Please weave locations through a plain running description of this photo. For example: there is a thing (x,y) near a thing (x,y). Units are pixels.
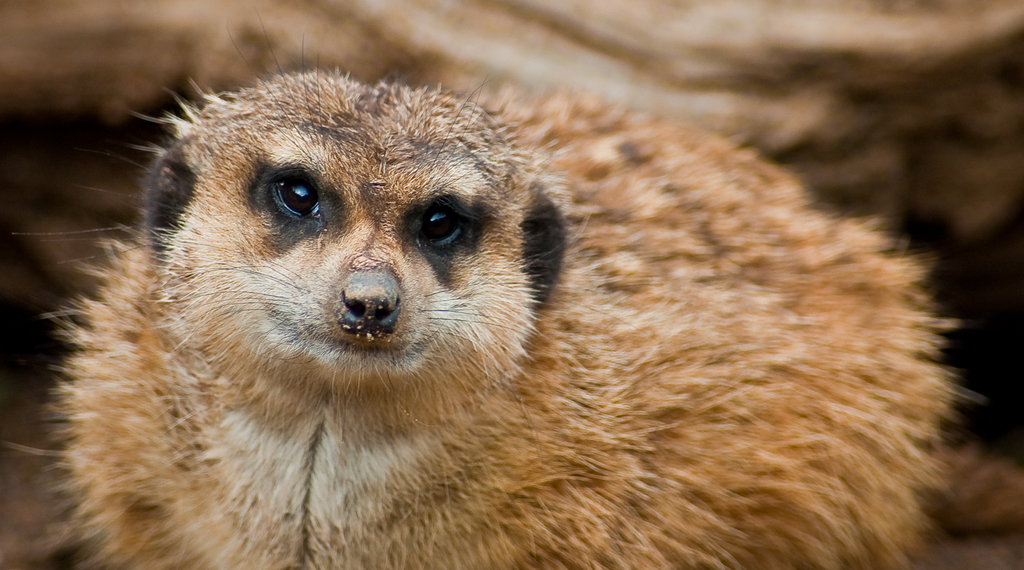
In this image I can see an animal (341,348) and the animal (414,319) is in brown and white color.
